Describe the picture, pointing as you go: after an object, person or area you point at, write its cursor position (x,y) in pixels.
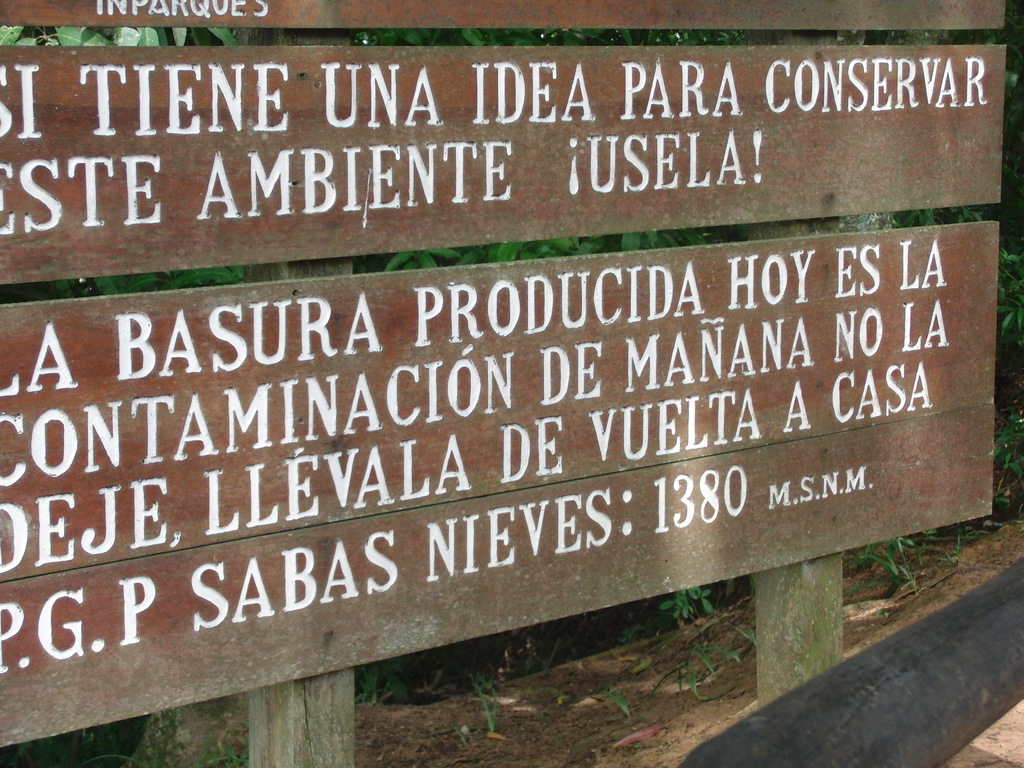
In this image, we can see there are white color texts (142,540) on the sign boards (646,28) which are attached to the two poles (764,653). On the right side (903,645), there is an object (956,620). In the background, there are trees (671,36).
